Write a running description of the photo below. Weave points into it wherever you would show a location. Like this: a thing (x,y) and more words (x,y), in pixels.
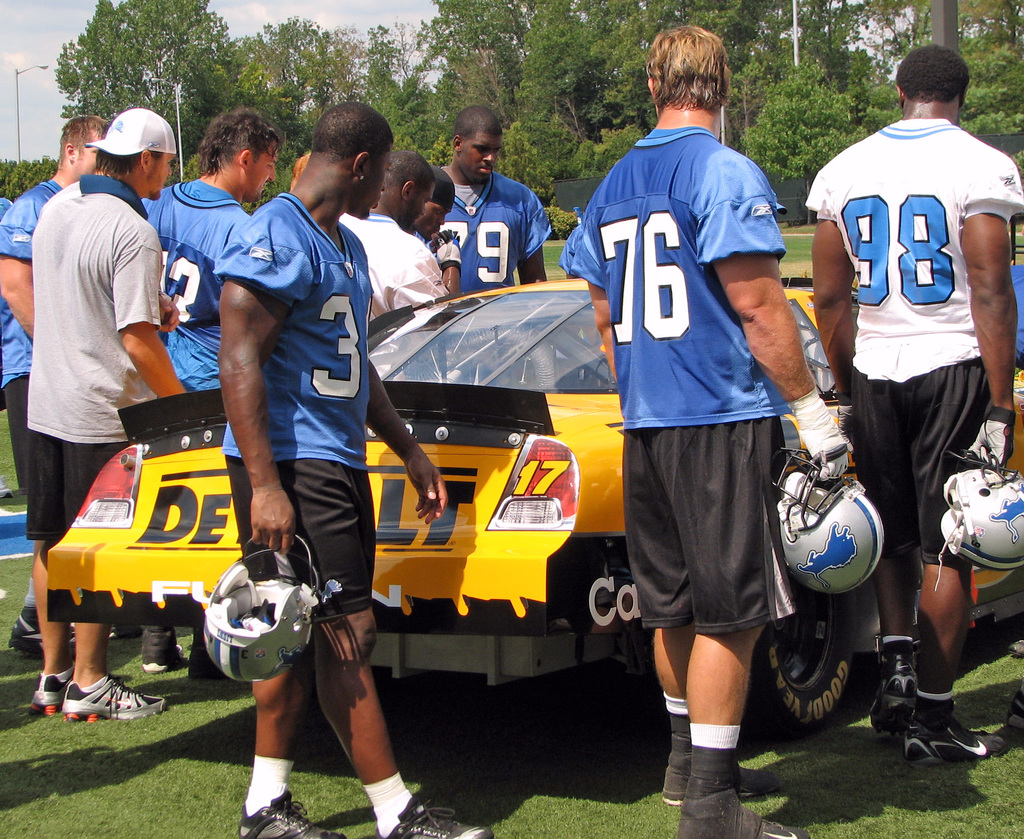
In the foreground of the picture (406,324) there are people (417,484), car (503,394) and grass (30,733). In the background (403,38) there are trees (605,135), plants (566,227), black curtain (558,197) and street lights (797,31). At the top (55,65) there is sky (44,52).
